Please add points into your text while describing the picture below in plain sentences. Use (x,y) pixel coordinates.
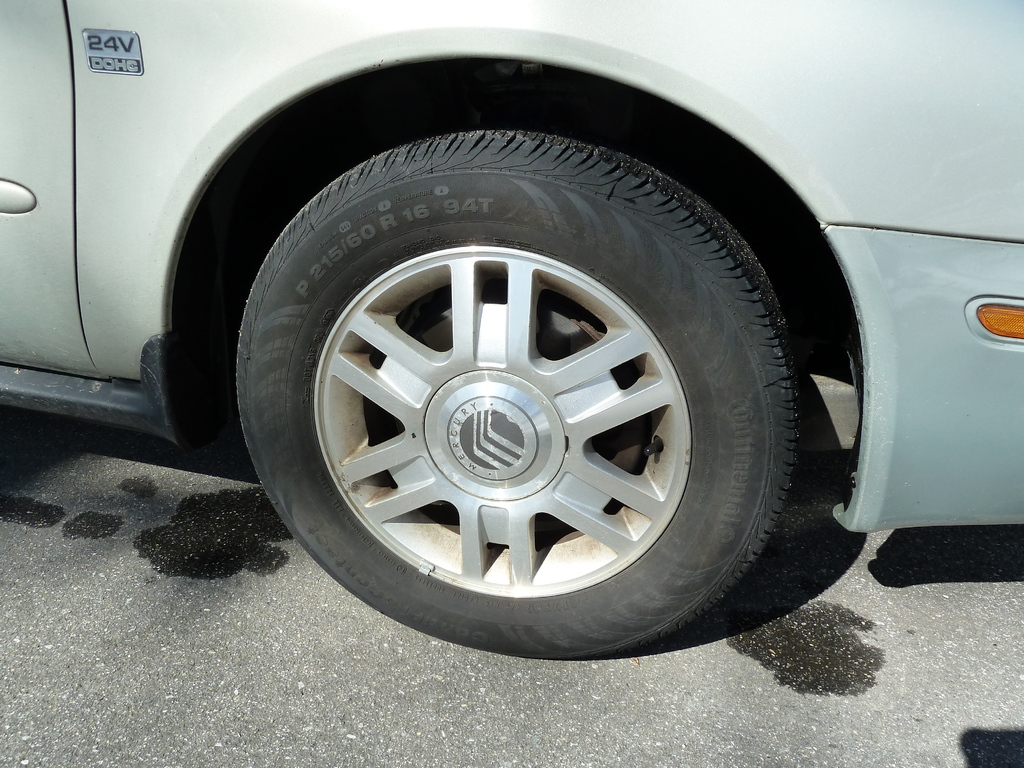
In this image there is a vehicle (451,433) on the road (298,683). We can see the wheel (422,418) of it. On the right side (988,327) there is a small headlight (984,311). On the left side (29,183) it seems like a door (59,133).
